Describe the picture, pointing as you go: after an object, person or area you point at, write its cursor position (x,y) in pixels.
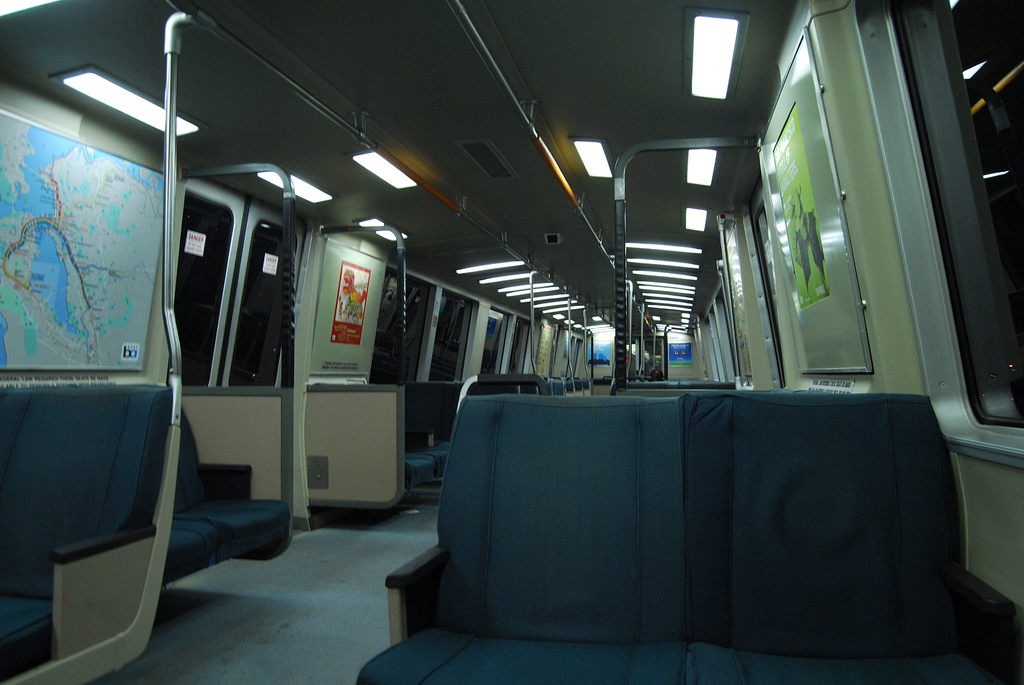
In the picture I can see interior (449,379) of a train (409,464) which has few empty seats (518,515) and there are some other objects (312,397) beside it and there are few lights (643,246) attached to the roof (640,234) above it.
